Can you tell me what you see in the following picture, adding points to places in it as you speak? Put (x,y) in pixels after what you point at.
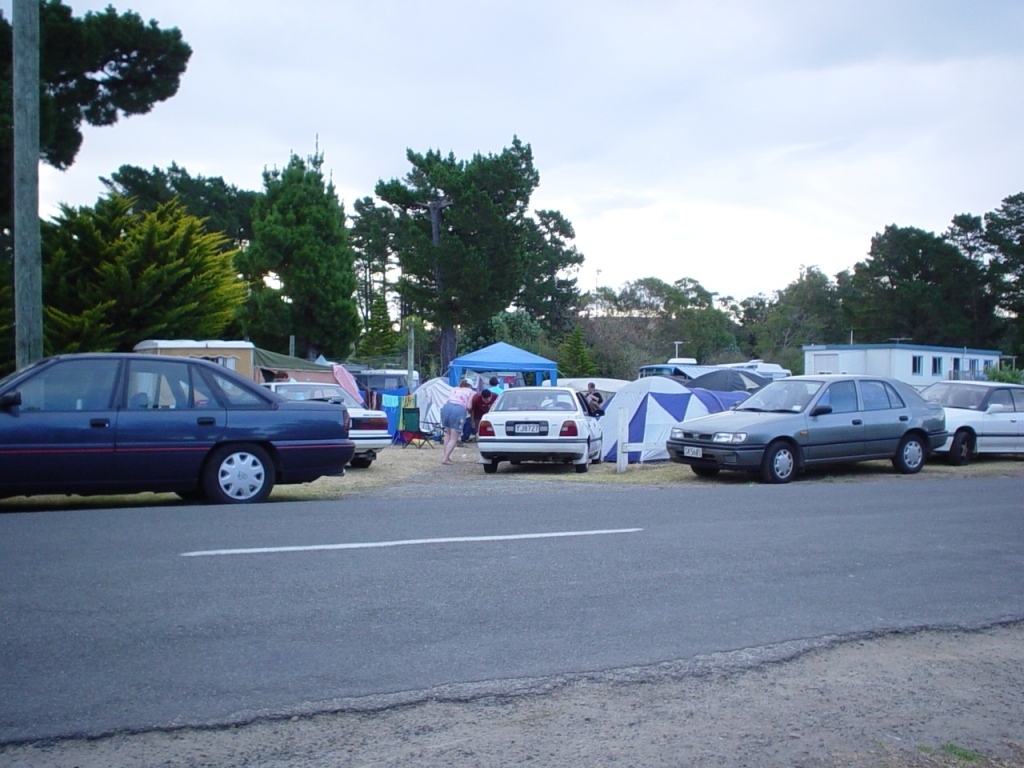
In this image, we can see vehicles (579,462) on the road (456,538) and in the background (642,386), there are tents (508,346), trees (472,322), poles (436,303) and we can see a building (837,348). At the top (710,152), there is sky (659,165).
